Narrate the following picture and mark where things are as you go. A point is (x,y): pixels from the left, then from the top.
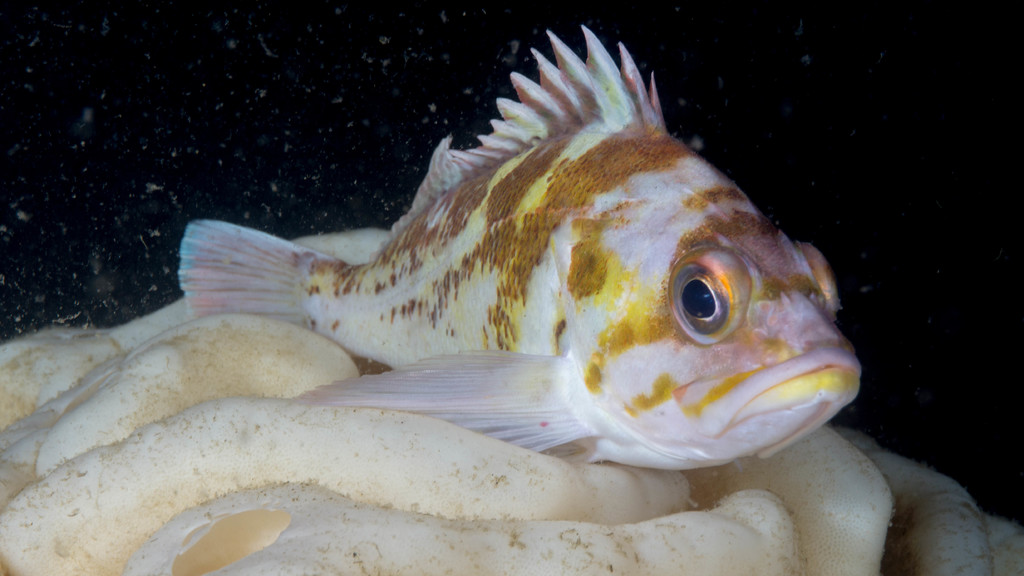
This seems like a water body (143,306) and a fish (536,335) is on the stone (375,480).
